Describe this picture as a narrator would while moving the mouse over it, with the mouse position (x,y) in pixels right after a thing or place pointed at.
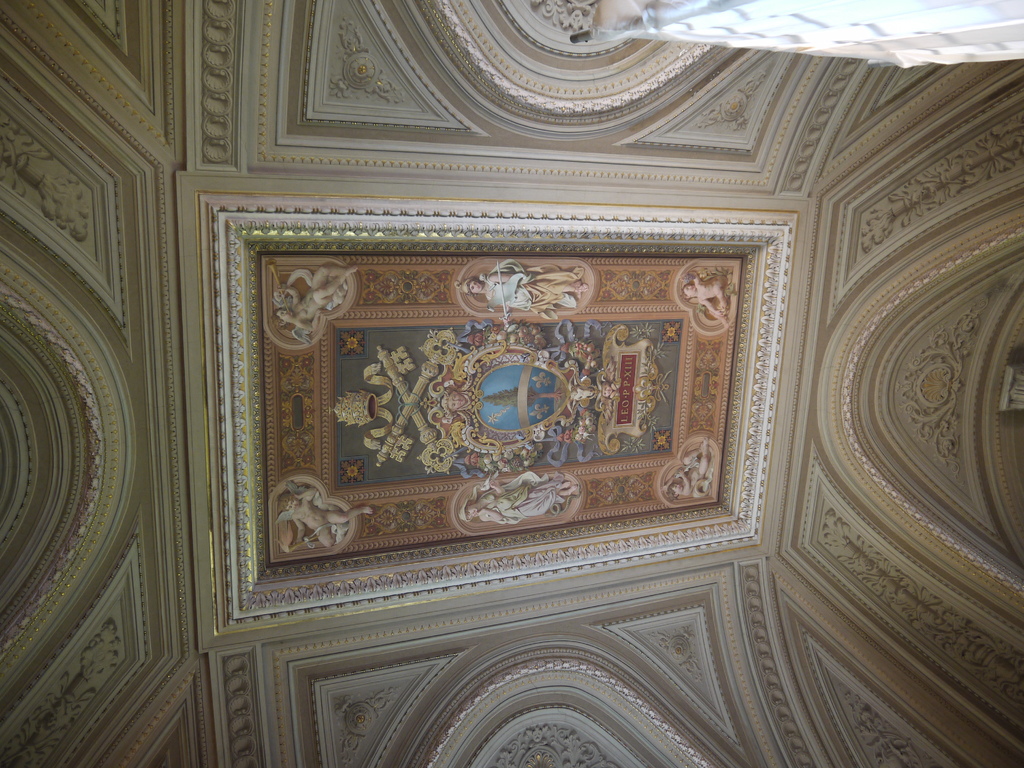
In this picture it looks like the ceiling (620,164), we can see pictures (540,424) of persons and a tree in the middle (563,313).
